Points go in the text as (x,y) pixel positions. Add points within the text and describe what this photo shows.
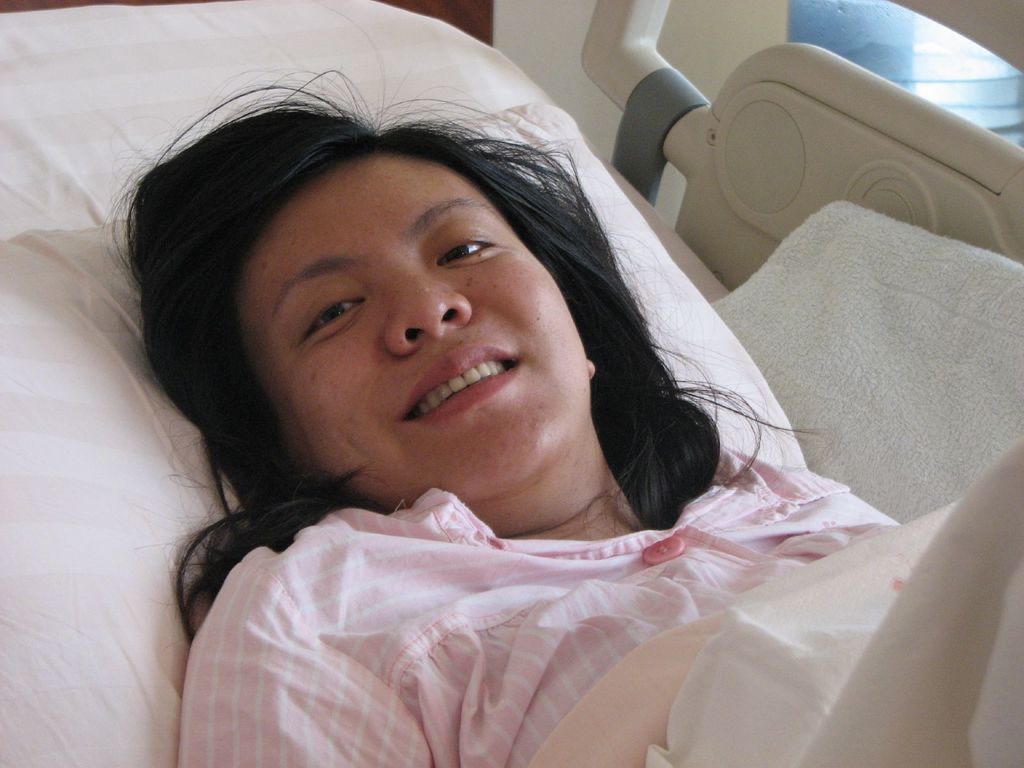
In this image, I can see a person (480,514) smiling and lying on a bed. On the right side of the image (891,433), I can see a cloth (914,447).
